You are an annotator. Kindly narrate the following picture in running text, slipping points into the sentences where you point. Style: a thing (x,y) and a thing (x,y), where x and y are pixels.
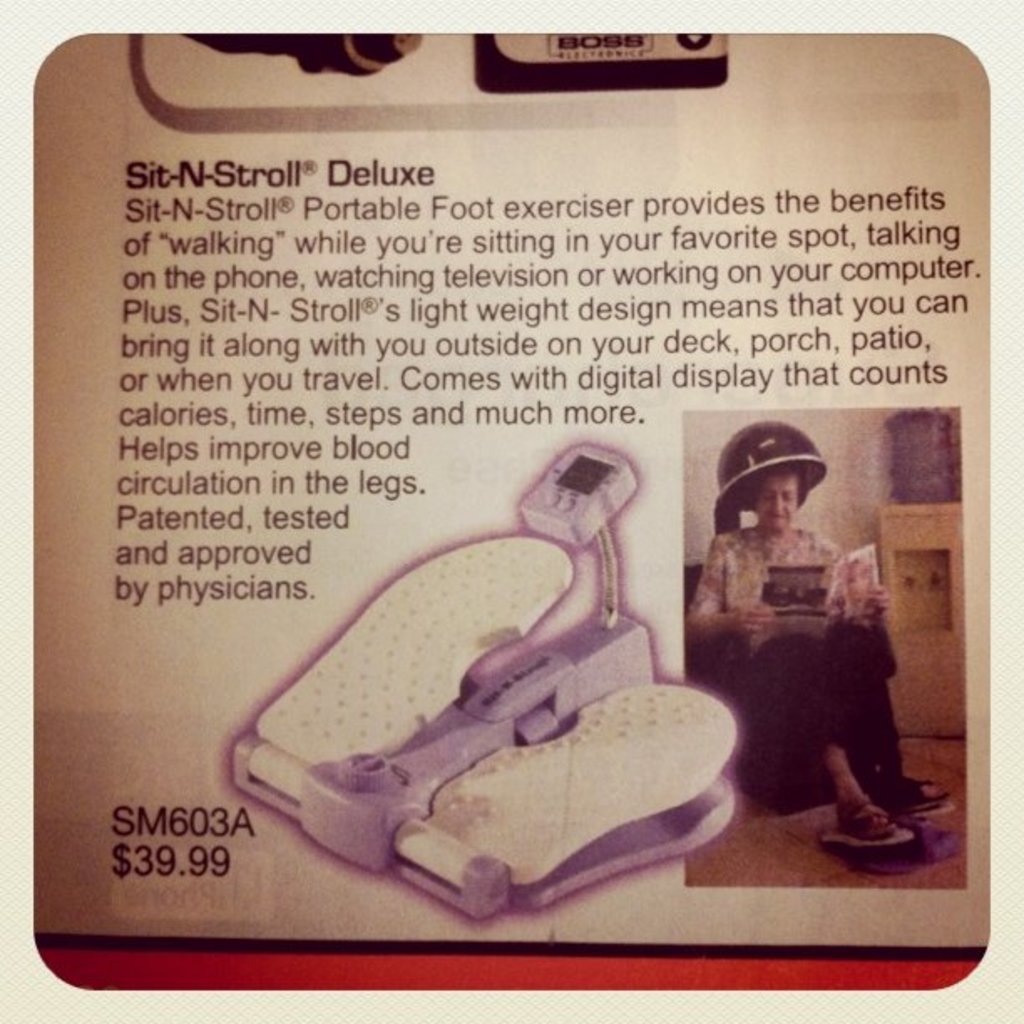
In this image we can see a picture of a newspaper article (715,60) with some text (847,378) and image (687,497) on it.
